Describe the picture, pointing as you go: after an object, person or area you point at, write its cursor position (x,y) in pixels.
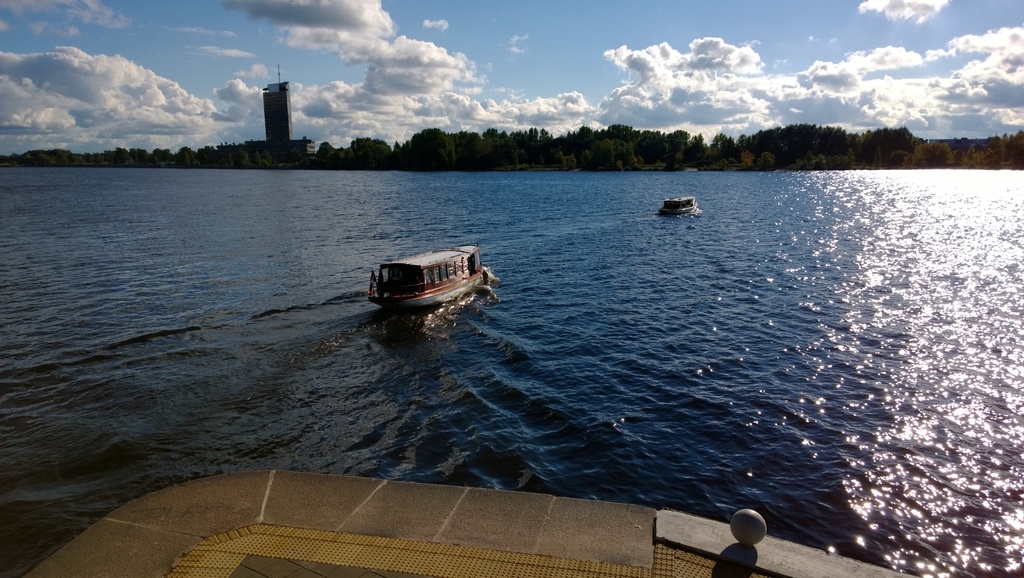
This is an outside view. At the bottom (262,533), I can see the floor (352,477). In the middle of the image (615,294) there is a sea (377,330) and I can see two boats (459,278) on the water (412,365). In the background (426,170) there are many trees (758,144) and a building (273,107). At the top of the image (528,42) I can see the sky (565,13) and clouds (657,106).
